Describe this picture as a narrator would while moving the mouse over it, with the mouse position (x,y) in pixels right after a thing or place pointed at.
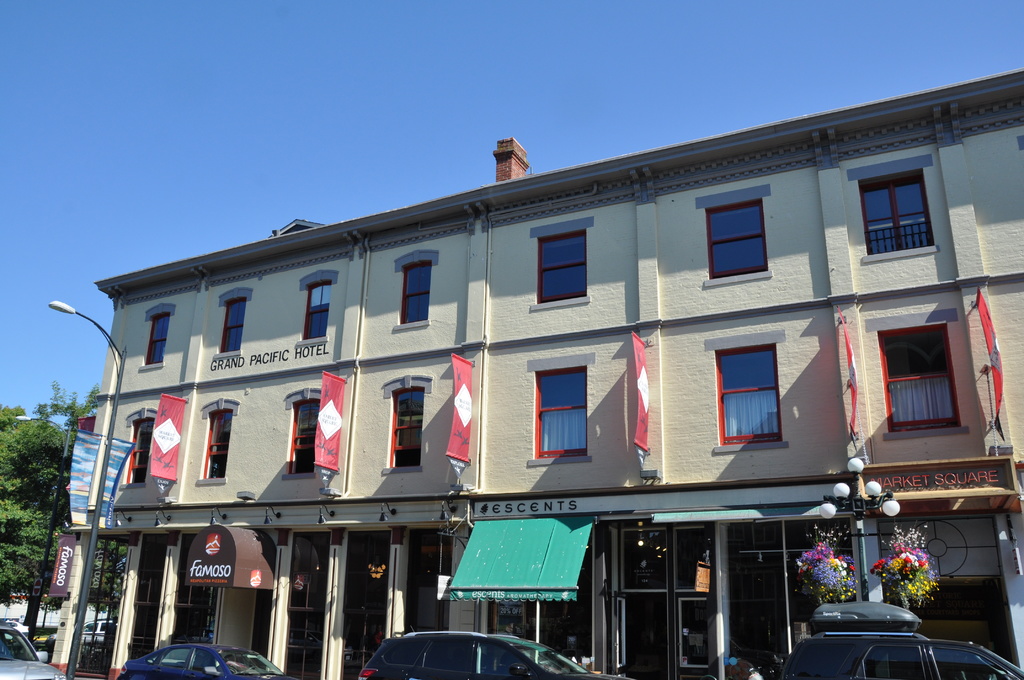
Here we can see a building (735,429), windows (542,445), banners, boards (903,477), lights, flowers (912,593), cars (953,677), poles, and trees (30,467). There is a door (680,639). In the background (390,177) there is sky (615,81).
